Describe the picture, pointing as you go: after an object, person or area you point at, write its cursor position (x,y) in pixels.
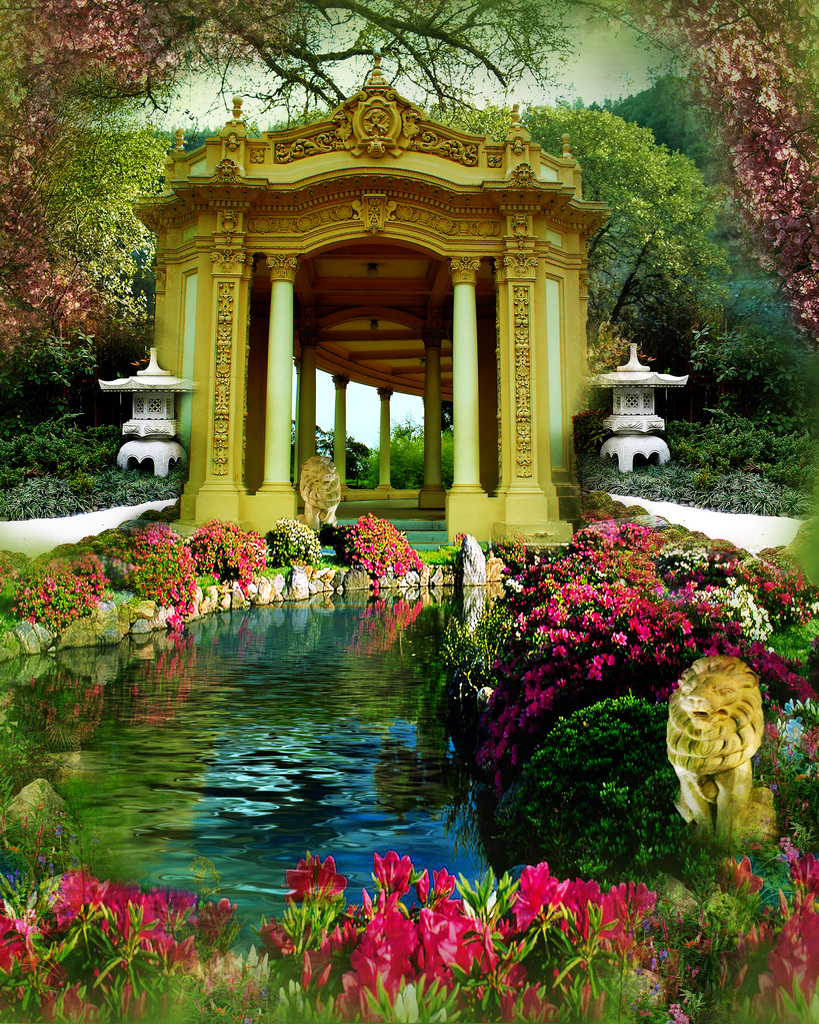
In this image I can see a pond (405,753), around that there are some flower plants (343,545) also there is arch (362,219) and pillars (475,482) in-front of that.
